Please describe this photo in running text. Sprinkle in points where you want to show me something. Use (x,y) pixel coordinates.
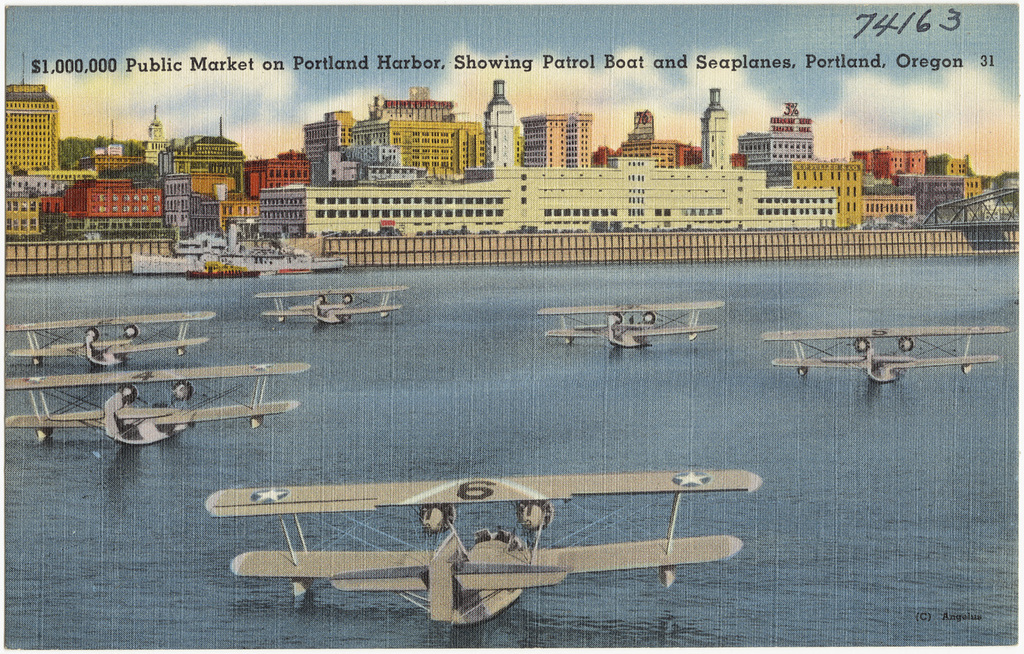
In the image I can see a poster (514,315) in which there is a boat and some airplane like boats (612,566) and also I can see some buildings (640,207) and houses (667,162) to the side.
